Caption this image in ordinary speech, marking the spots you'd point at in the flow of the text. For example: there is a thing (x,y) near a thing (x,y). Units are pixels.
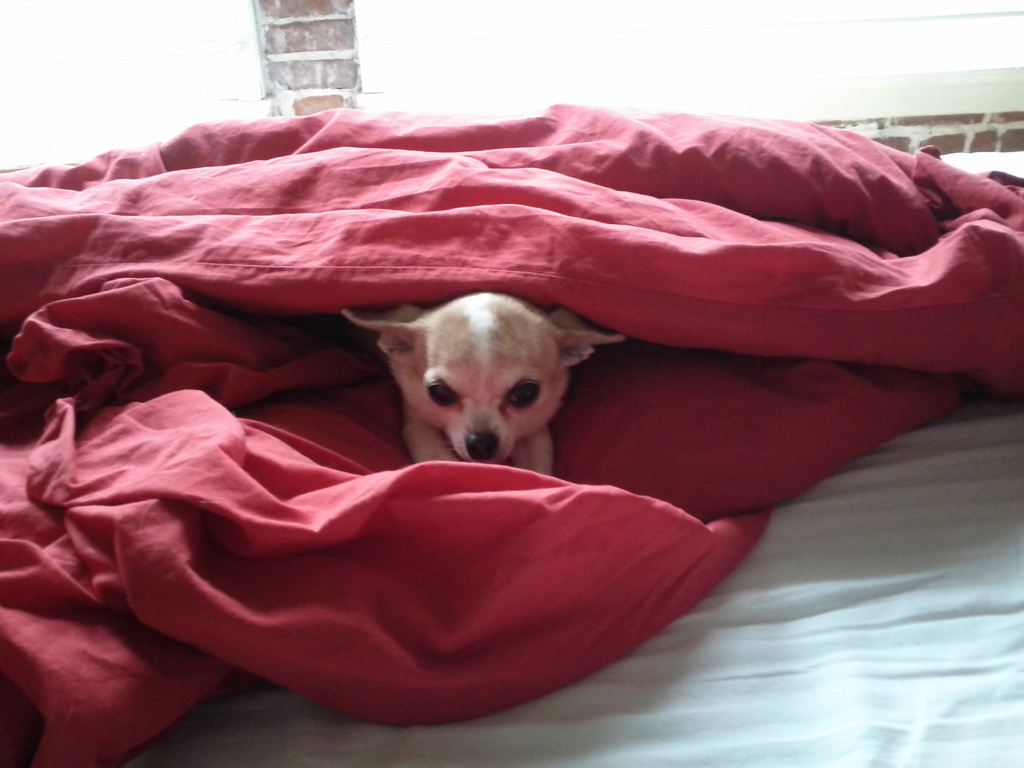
In this image I can see a dog (455,367) which is cream, brown and black in color. I can see a red colored cloth (391,441) around it. I can see the white colored background (204,84).
